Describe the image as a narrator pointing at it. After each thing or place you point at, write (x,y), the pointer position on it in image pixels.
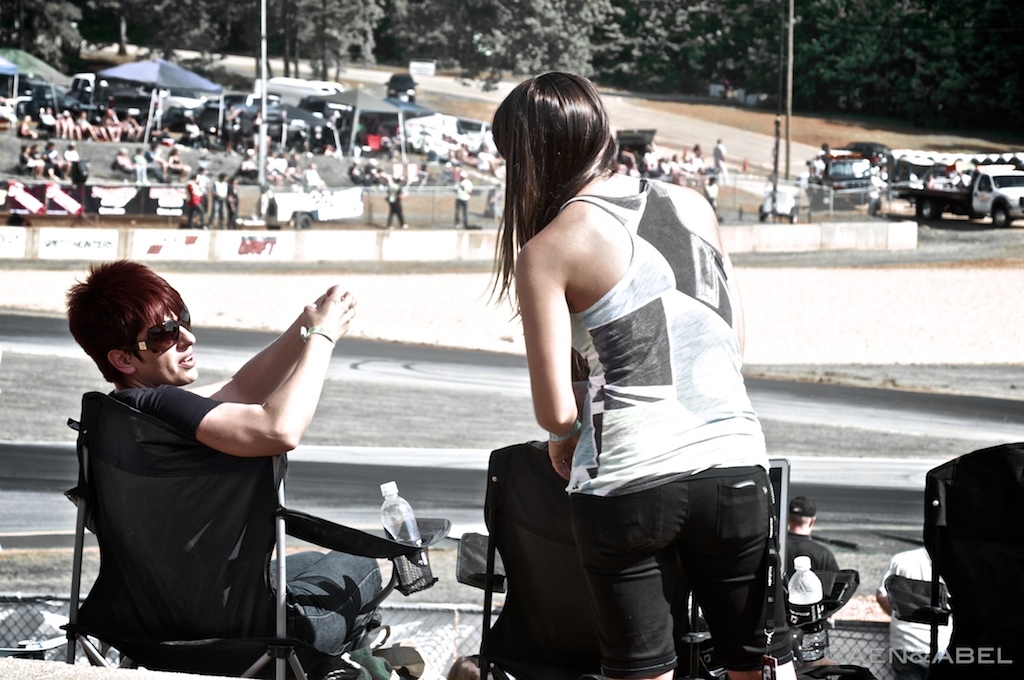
In this image I can see a man (274,430) and a woman (652,302) and this looking like a garden area/open place (429,304) and here is some people (27,128) sitting over here and some people (673,159) are walking over here I can see trees (412,27) over here and some cars (963,199).
